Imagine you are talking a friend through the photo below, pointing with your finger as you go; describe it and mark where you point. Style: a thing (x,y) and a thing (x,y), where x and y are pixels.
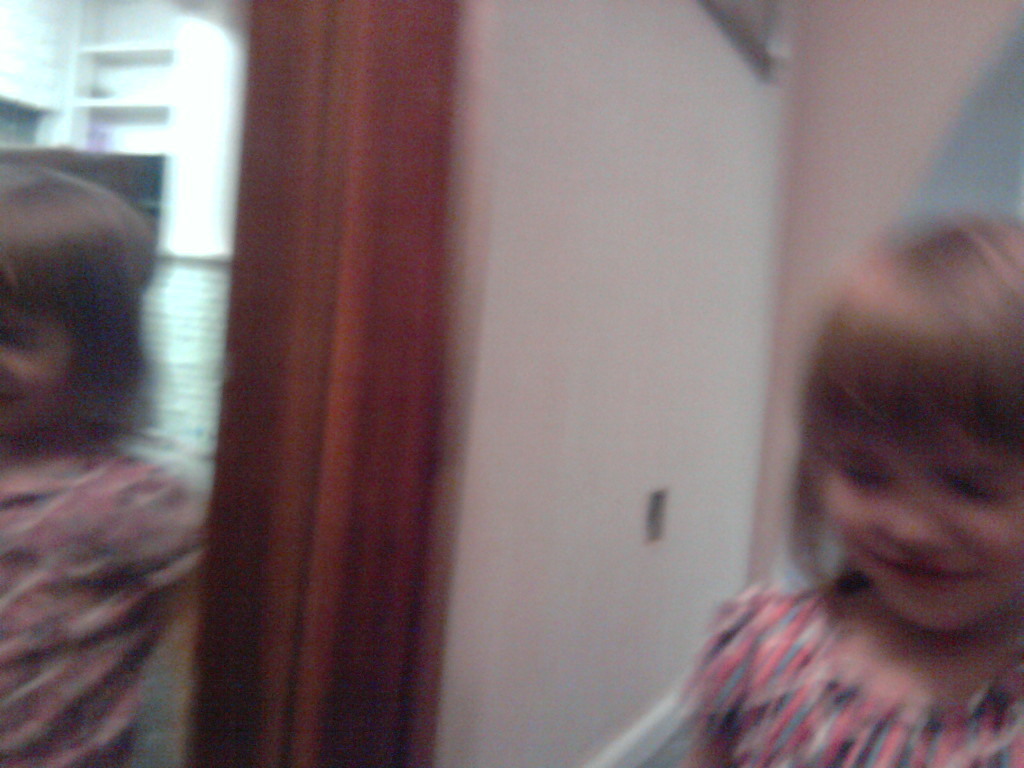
In this image I can see the person (838,319). On the left (90,334) I can see the reflection (90,189) of the person (75,331) and few racks (123,150) in the mirror (161,147) and the mirror (414,203) is attached to the wall (655,265) and the wall (651,292) is in white color.
